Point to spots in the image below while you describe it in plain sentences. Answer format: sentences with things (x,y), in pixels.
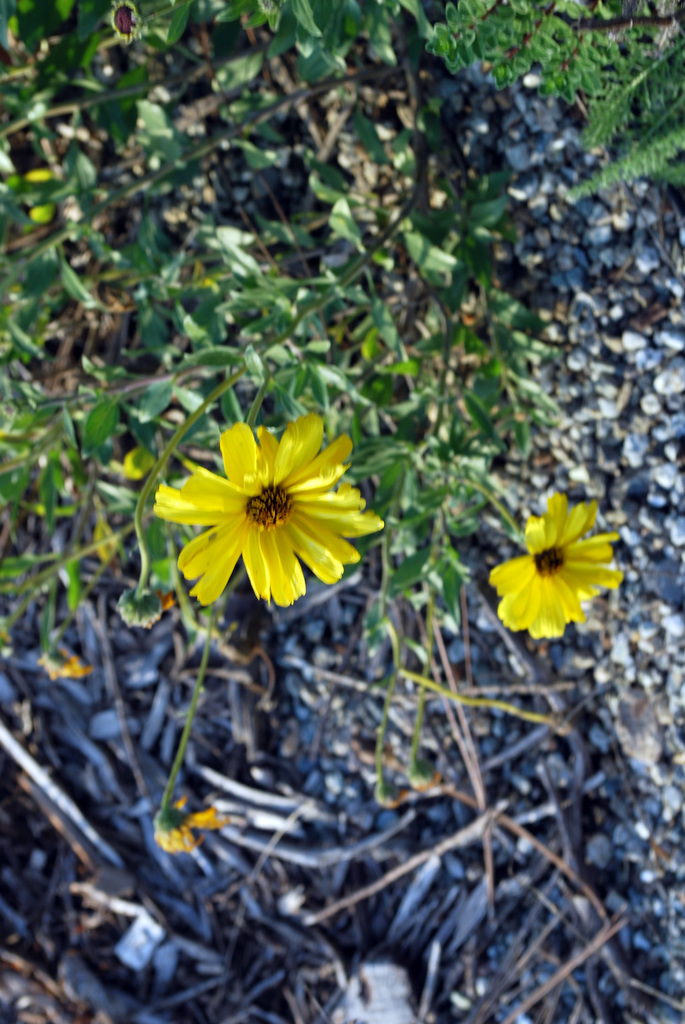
In the middle of this image (400,379), there are plants (208,414) having yellow color flowers (213,518) and green color leaves (181,308). At the bottom of this image (357,906), there are sticks (203,868) and stones (588,260) on the ground (222,801).
